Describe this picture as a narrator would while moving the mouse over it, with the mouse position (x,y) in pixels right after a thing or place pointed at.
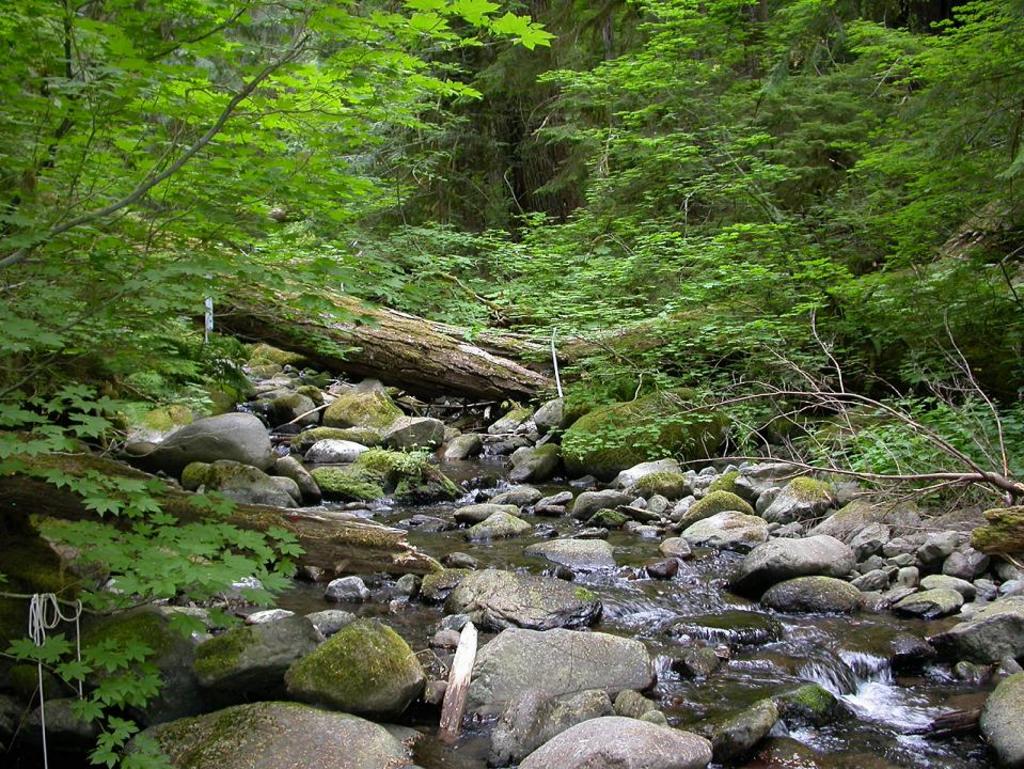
In this image there is a water flow (545,537) in the middle (533,510). In the background (537,246) there are so many trees (417,147). In the middle (461,357) there is a tree trunk (434,379). At the bottom (462,584) there are stones (548,603).
